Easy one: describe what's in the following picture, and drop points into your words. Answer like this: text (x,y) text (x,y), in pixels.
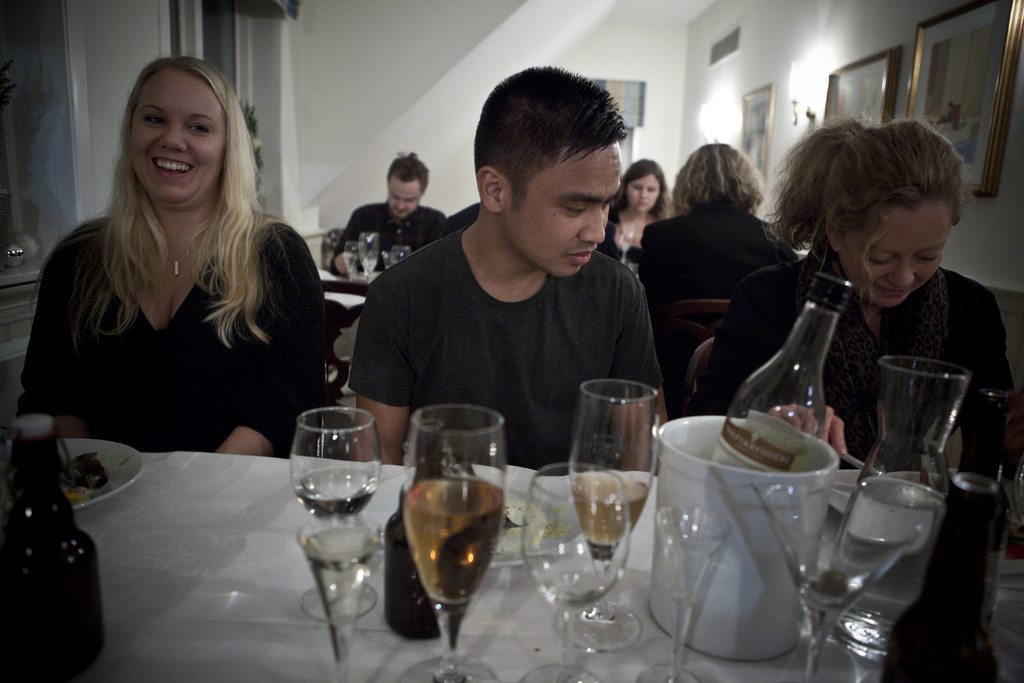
In this image we can see this people (525,286) are sitting on the chairs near the table (178,484). We can see glasses (410,512), bottles (405,564), jars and plate (99,444) with food (70,485) on table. We can see a photo frames (844,106) on the wall (741,118) and people (416,195) in the background (404,180).
